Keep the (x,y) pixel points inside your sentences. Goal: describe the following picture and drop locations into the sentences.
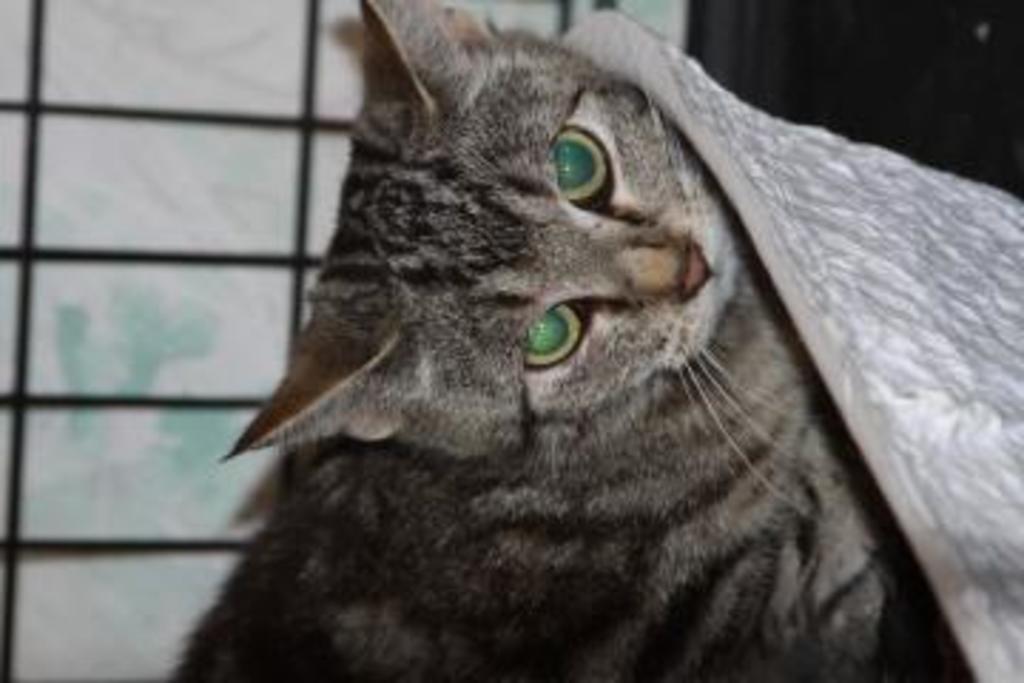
It is a zoom in picture of a cat (805,432) and behind the cat (737,459) there is a window (220,187) and the background (210,315) is blurry.
